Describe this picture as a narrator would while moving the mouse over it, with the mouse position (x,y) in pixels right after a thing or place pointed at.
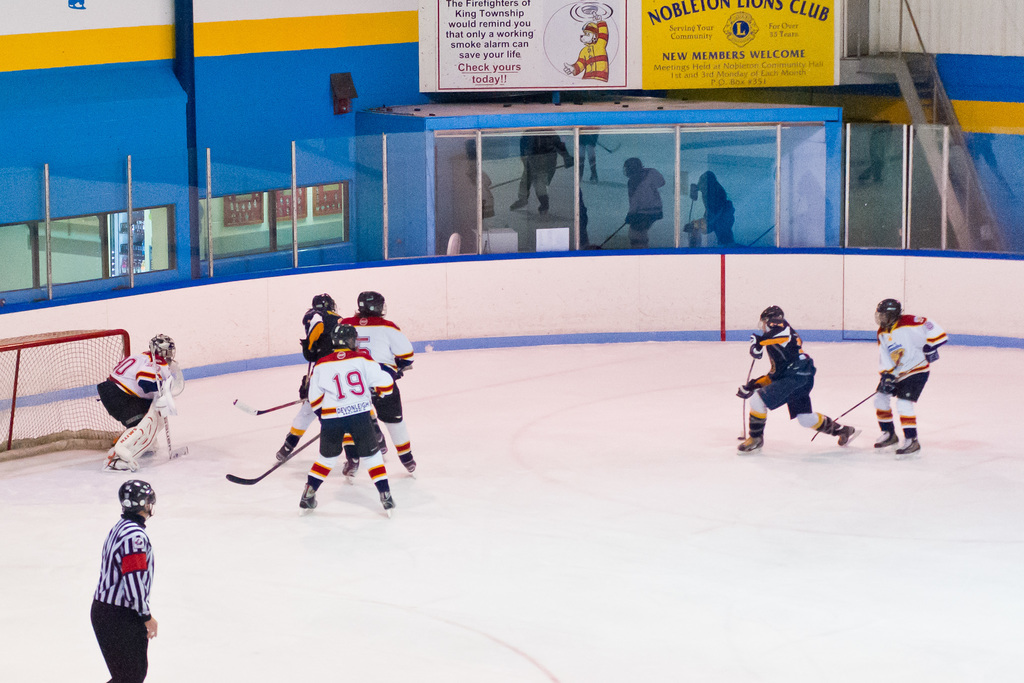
In this picture there are group of people (365,344) skating. On the left side of the image (38,423) there is a net (0,384). At the back (1000,205) there is a glass wall (437,219) and there is a board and there is text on the board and there are reflections (720,230) of group of people (635,175) on the mirror (713,188). At the bottom (553,529) there is a floor (553,529).
